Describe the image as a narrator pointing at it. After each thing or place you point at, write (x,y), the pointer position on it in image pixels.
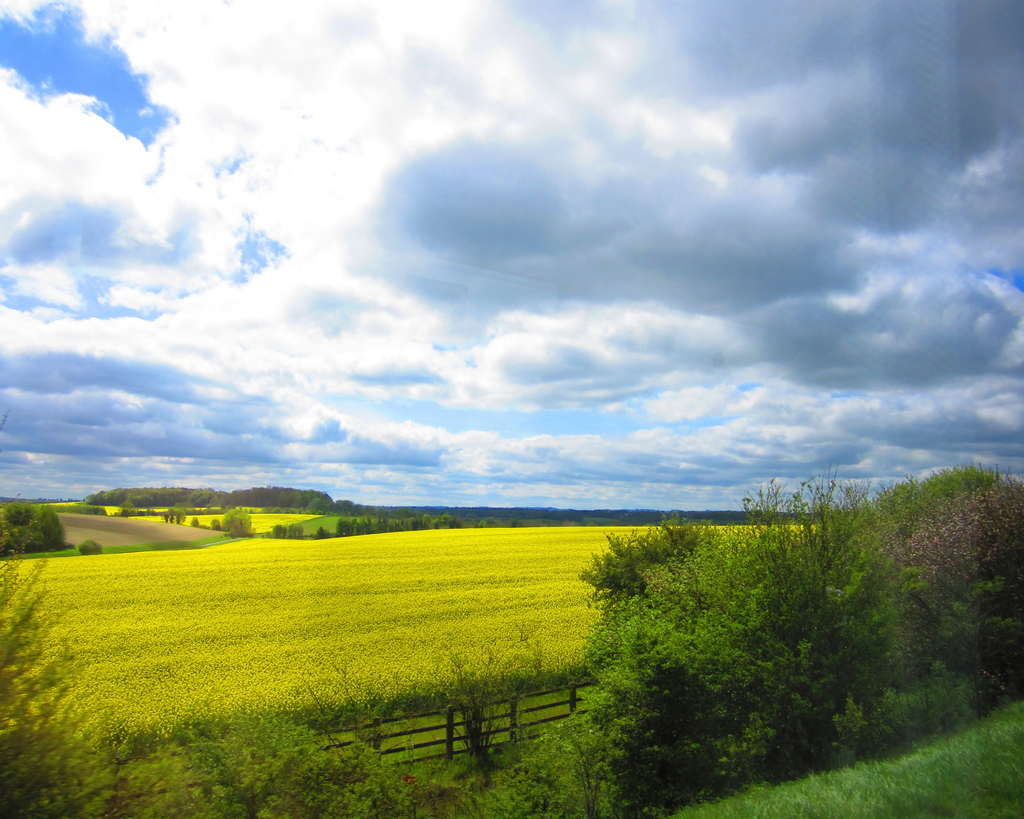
Sky (378,191) is cloudy. Land (495,567) is covered with grass (274,565). Far there are trees (207,498). Here we can see plants (746,675) and fence (387,720).
